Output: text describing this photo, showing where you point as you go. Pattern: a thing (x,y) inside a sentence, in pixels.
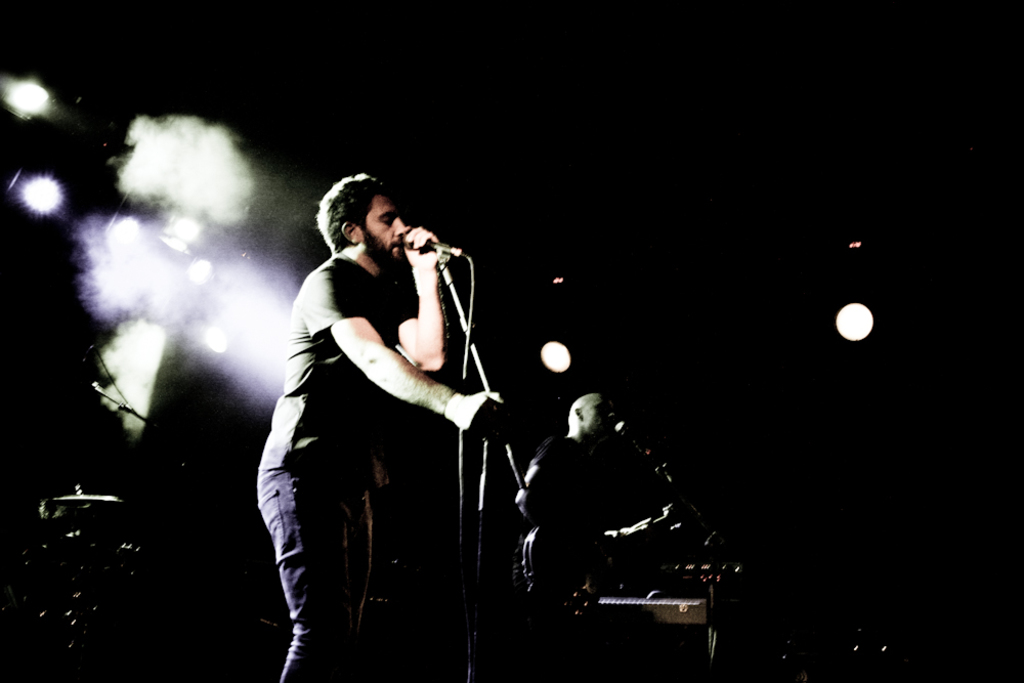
In the picture we can see some persons (589,544) standing on stage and playing musical instruments (125,543), in the background of the picture (82,283) there are some lights (185,241) and there is dark view.
